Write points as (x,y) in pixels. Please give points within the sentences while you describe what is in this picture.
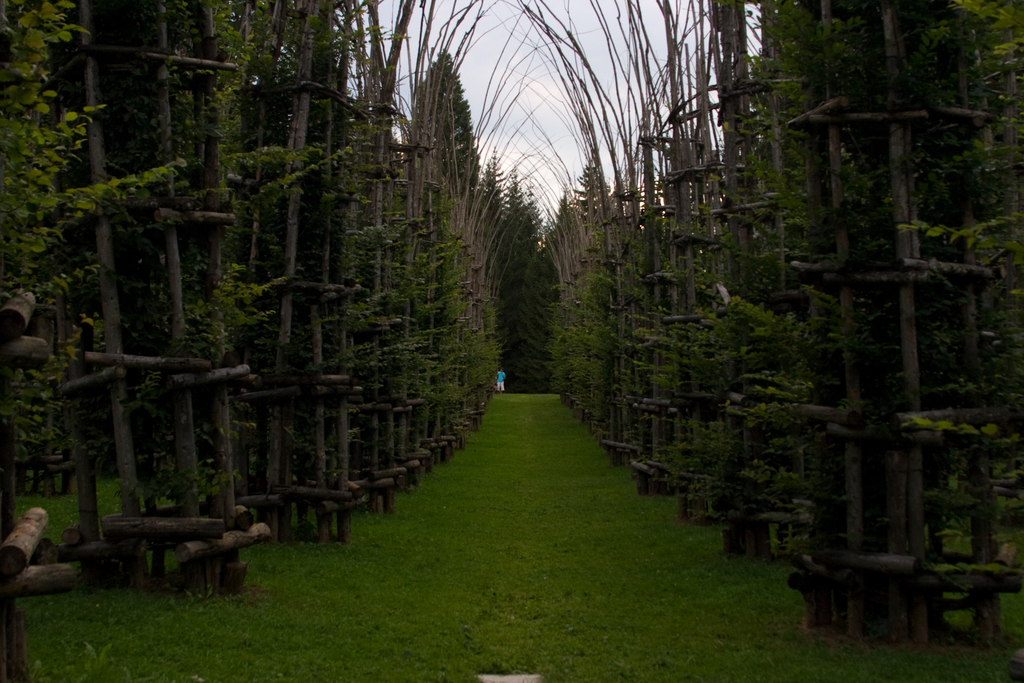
In this image we can see a group of trees (424,314) beside the wooden fence (612,438). We can also see a person (501,371) standing on the grass (486,468). On the backside (670,133) we can see the sky (568,137) which looks cloudy.
